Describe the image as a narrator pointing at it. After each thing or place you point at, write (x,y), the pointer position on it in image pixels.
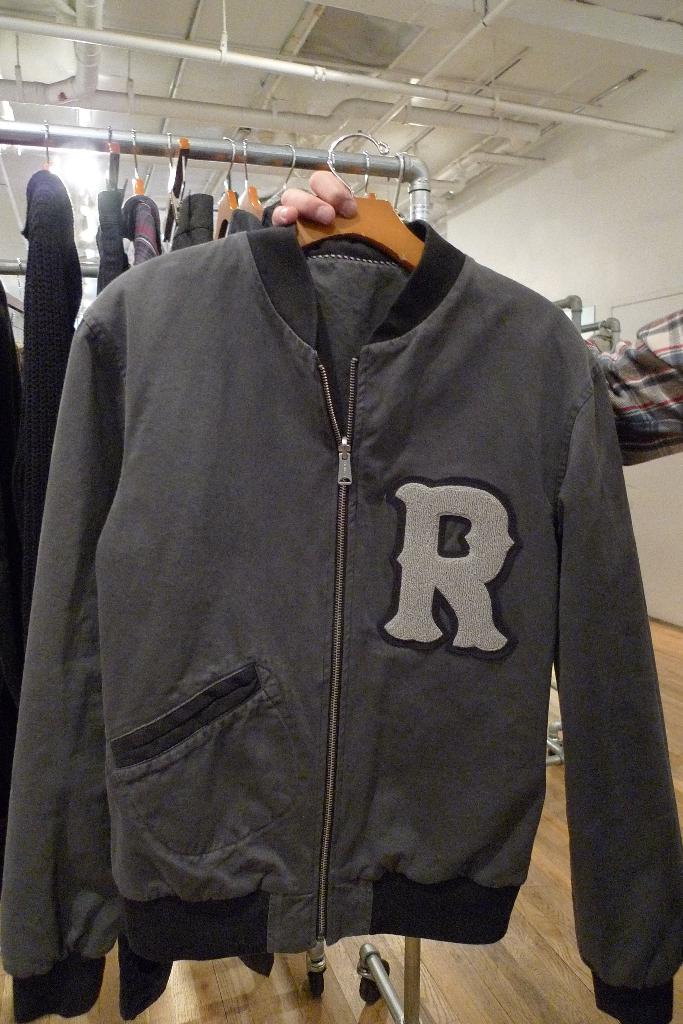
In this picture, we see a person (634,417) in the check shirt (634,390) is holding a hanger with a jacket (364,254). Behind that, we see many jackets (66,237) are hanged to the hangers (218,211). On the right side (552,220), we see a white wall (576,202). At the top (287,25), we see the ceiling (278,103) of the room (268,126). At the bottom (294,1002), we see the wheels (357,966) of the stand (384,972) and a wooden floor (423,990).
